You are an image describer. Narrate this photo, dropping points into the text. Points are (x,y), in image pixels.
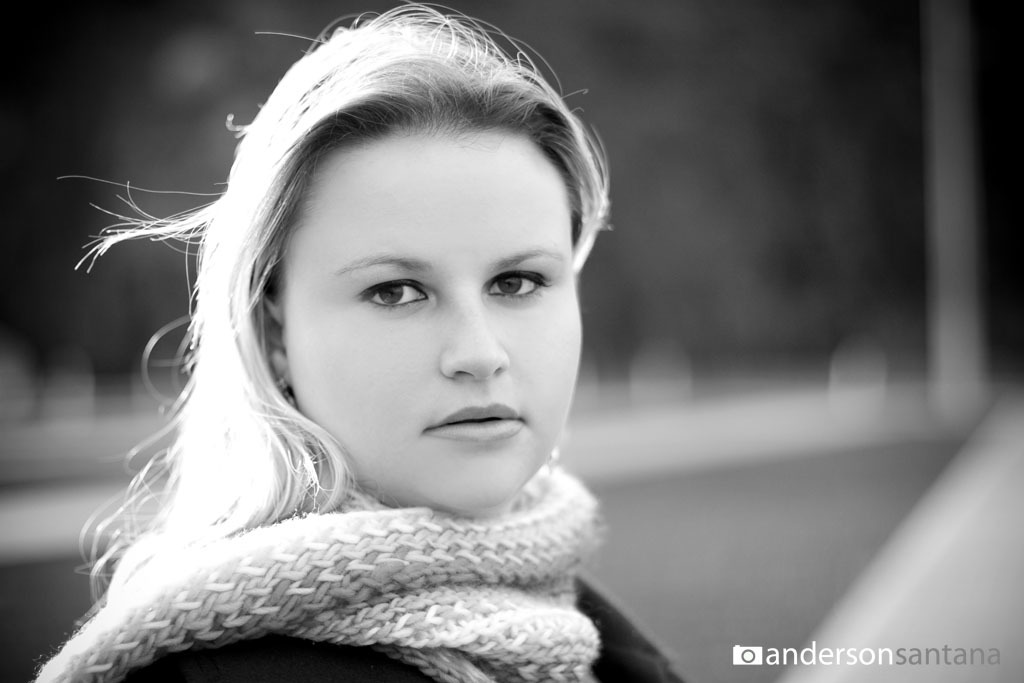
This is an edited picture. In the foreground of the picture (510,544) there is a woman (407,554) wearing scarf (446,571). The background (833,373) is blurred.
